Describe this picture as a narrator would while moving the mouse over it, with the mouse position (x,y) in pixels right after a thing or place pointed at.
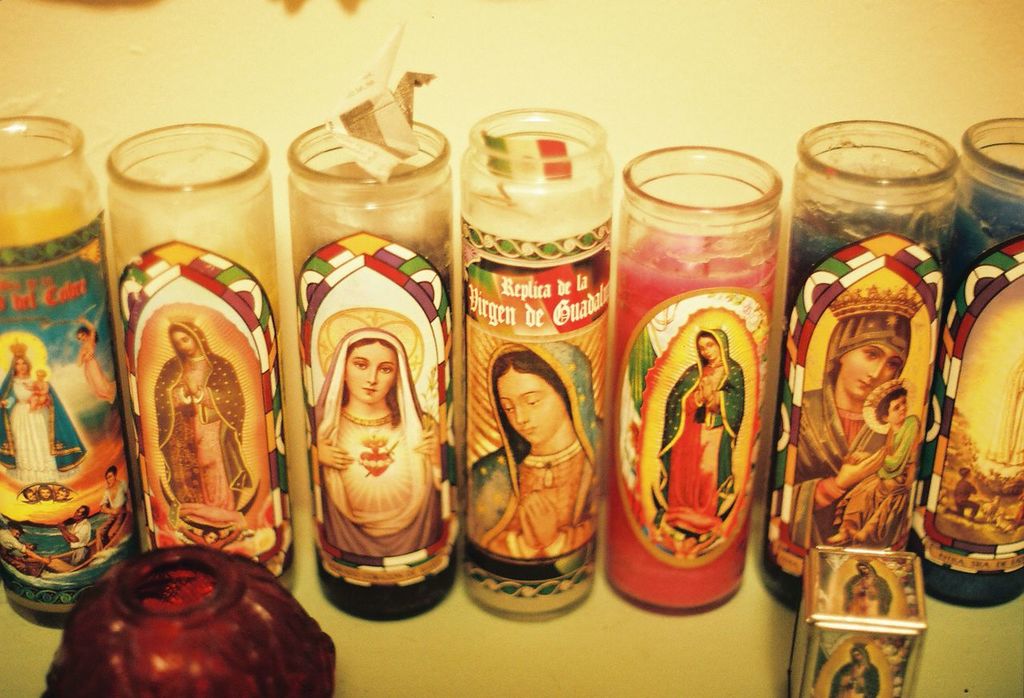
In this image I can see there are glass bottles (452,406) with different pictures (572,489) on them.
